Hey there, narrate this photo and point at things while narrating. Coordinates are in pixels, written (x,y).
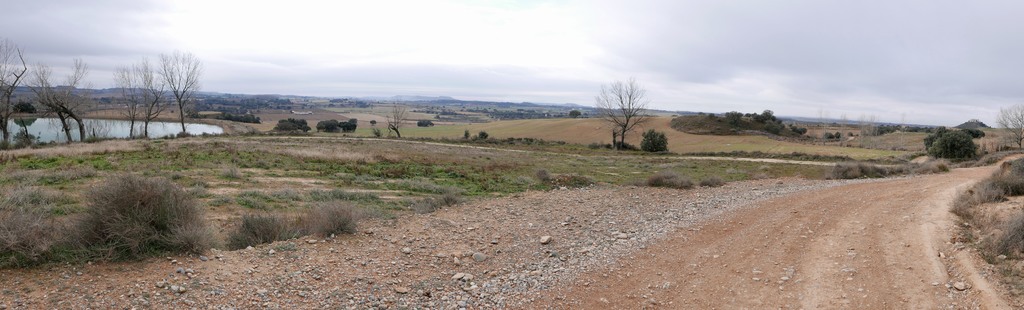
In this image at the bottom (423,245) there is some sand (503,256) small stones (575,252) and some plants (196,209) and grass (378,198), in the background (804,128) there are some trees (941,150) mountains (517,105) sand (224,125) plants (928,146) and small pond (89,125). At the top of the image (480,60) there is sky (352,94).
